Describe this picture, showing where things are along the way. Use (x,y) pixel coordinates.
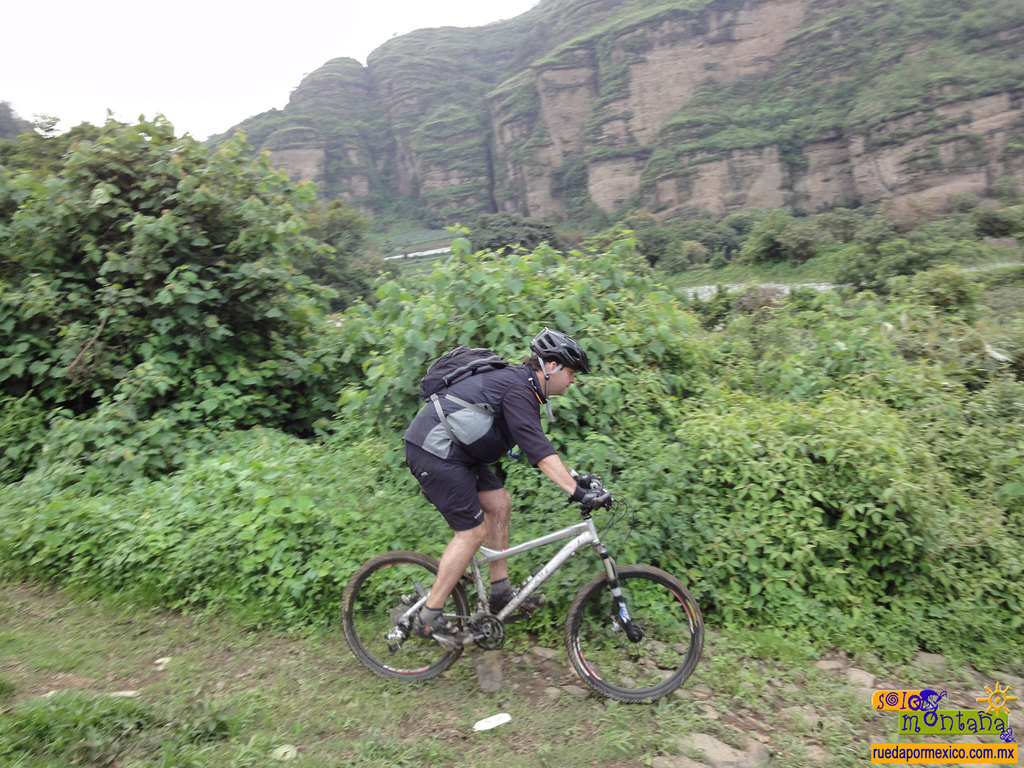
In the middle of this image (524,415), there is a person (522,401) in a black color jacket (520,399), wearing a helmet (564,363) and cycling on a ground (829,734), on which there are stones (968,661) and grass (835,745). In the background (920,389), there are trees (188,197), plants (306,265), mountains (529,185) and there are clouds (188,11) in the sky (508,12).
